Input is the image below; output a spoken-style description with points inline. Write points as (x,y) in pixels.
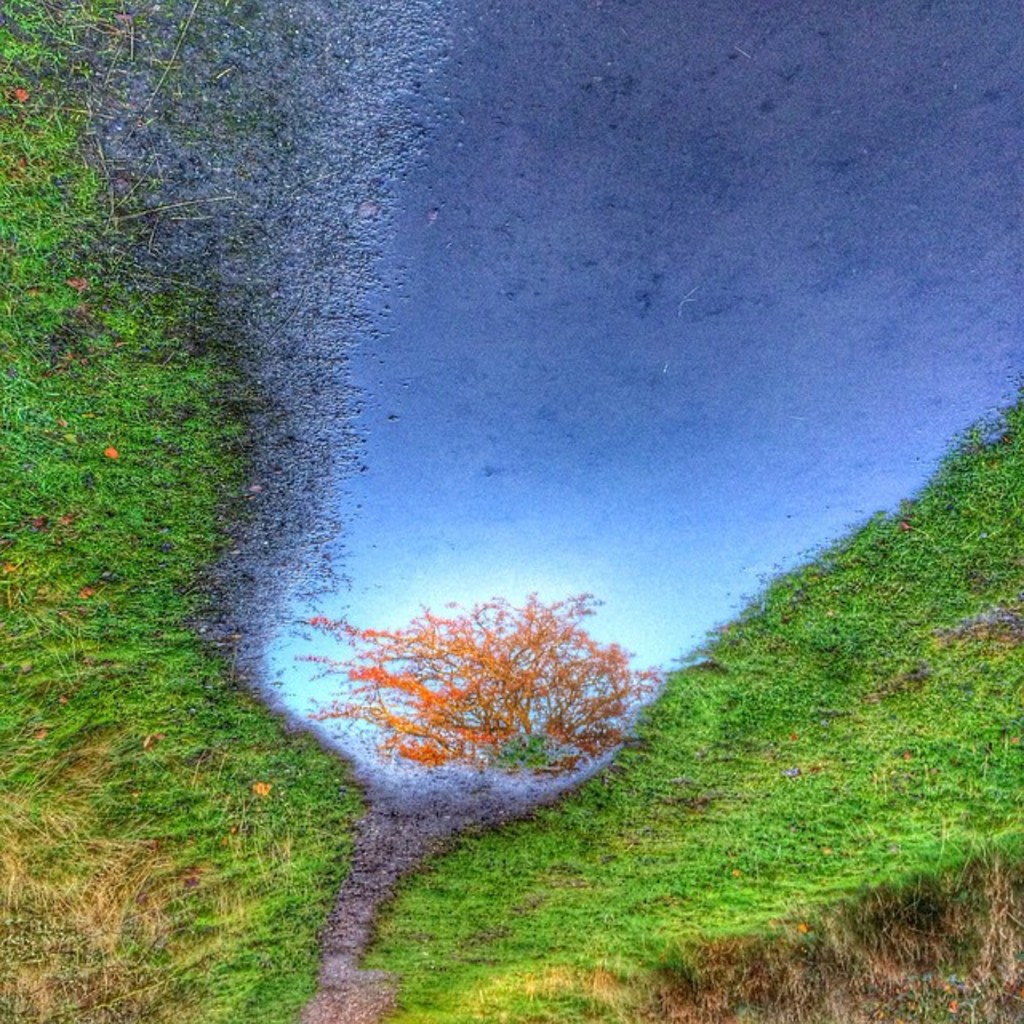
In this image I can see the part of grass (249,748) and the water (473,668). In the water (356,657) I can see the reflection (495,634) of tree (444,641) and the sky (513,446).
